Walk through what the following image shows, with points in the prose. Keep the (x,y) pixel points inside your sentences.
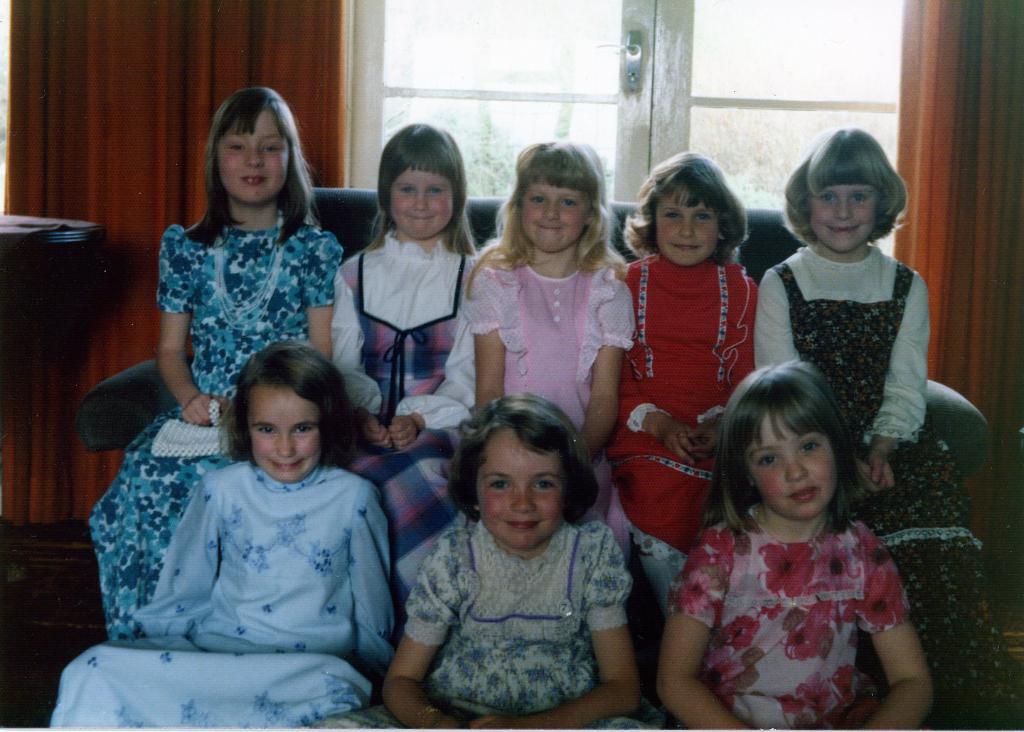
This image consists of eight girls (297,613) sitting in a room (998,465). Five are sitting on the couch (973,465) and three are sitting on the floor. On the left (21,255), there is a table (3,312).
